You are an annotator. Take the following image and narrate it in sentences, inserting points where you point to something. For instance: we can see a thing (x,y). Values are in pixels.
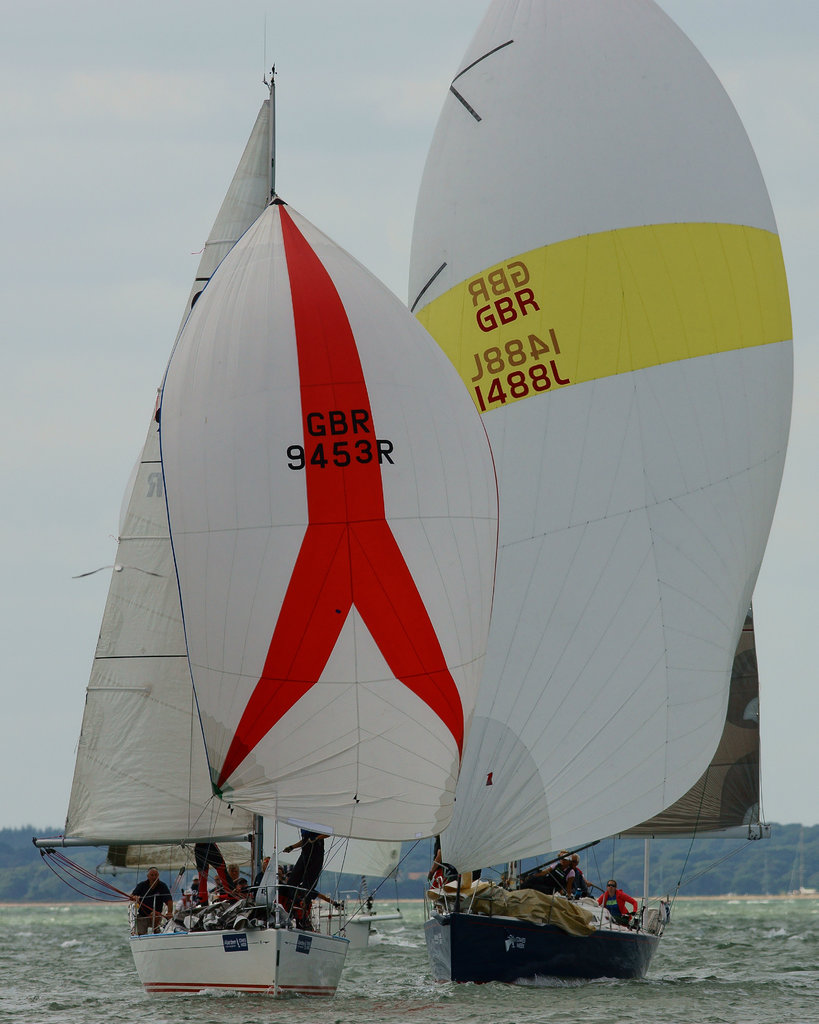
In this picture we can see few boats (512,849) on the water (718,914), and we can find few people (543,878) in the boats (455,912), in the background (724,890) we can see few trees (702,892).
